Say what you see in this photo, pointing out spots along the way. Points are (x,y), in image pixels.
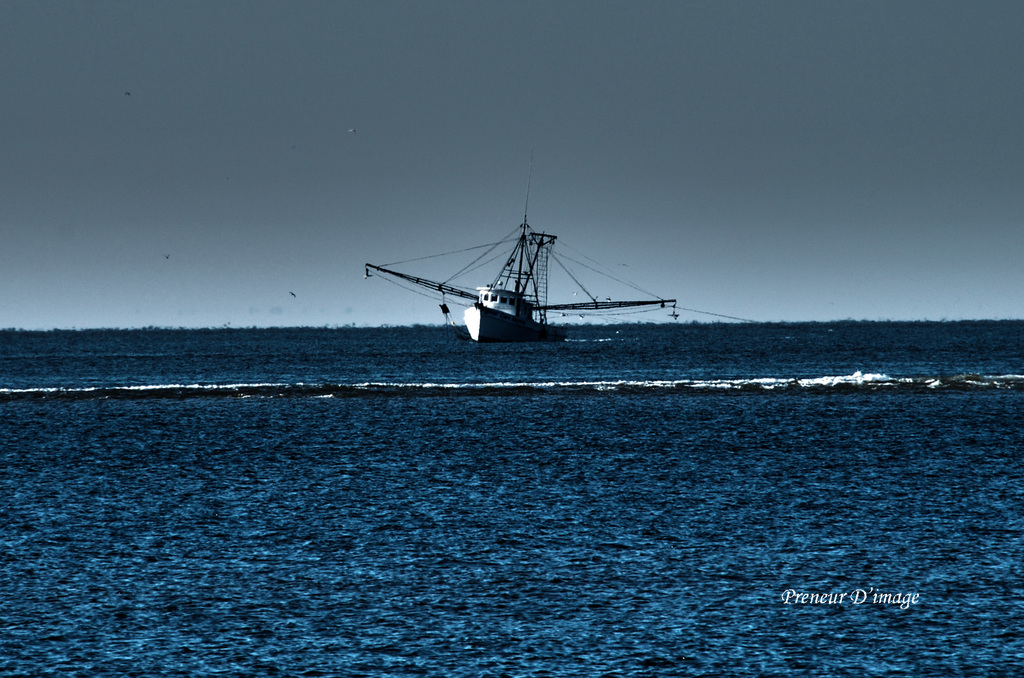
In this picture I can see a boat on the water (544,450), and in the background (568,170) there is sky (799,197) and there is a watermark (821,601) on the image.
